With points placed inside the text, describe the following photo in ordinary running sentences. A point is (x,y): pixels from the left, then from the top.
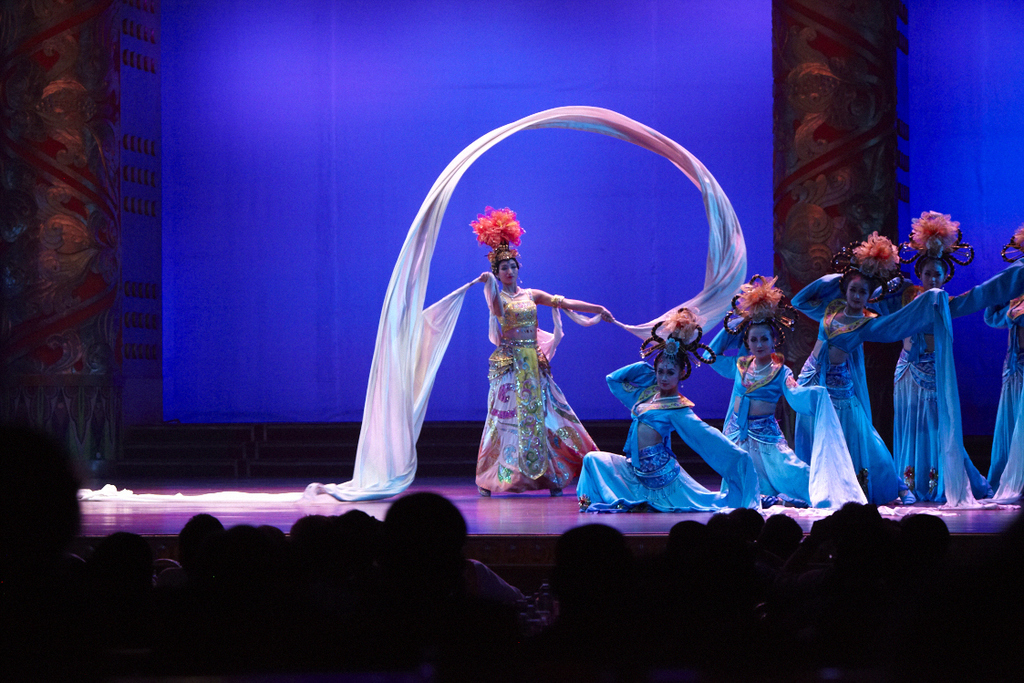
This picture seems to be clicked inside the hall (308,71). In the foreground (353,609) we can see the group of persons (637,631) and on the right (697,442) we can see the group of women (750,371) wearing costumes (642,373) and seems to be dancing and we can see the pillars (830,19) and some other objects (140,349) and a white color cloth (405,327).
